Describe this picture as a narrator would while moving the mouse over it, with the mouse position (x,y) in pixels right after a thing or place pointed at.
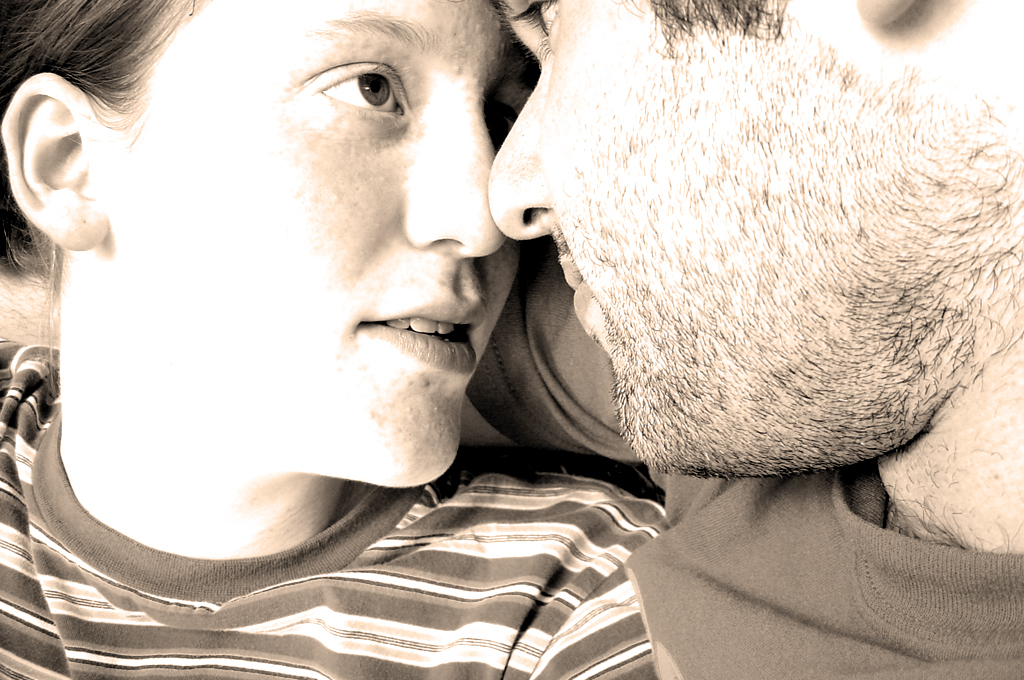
In this image I can see a woman (145,257) and a man (675,646). I can see both of them are wearing t shirts (586,573) and I can see this image is little bit in brown and white colour.
